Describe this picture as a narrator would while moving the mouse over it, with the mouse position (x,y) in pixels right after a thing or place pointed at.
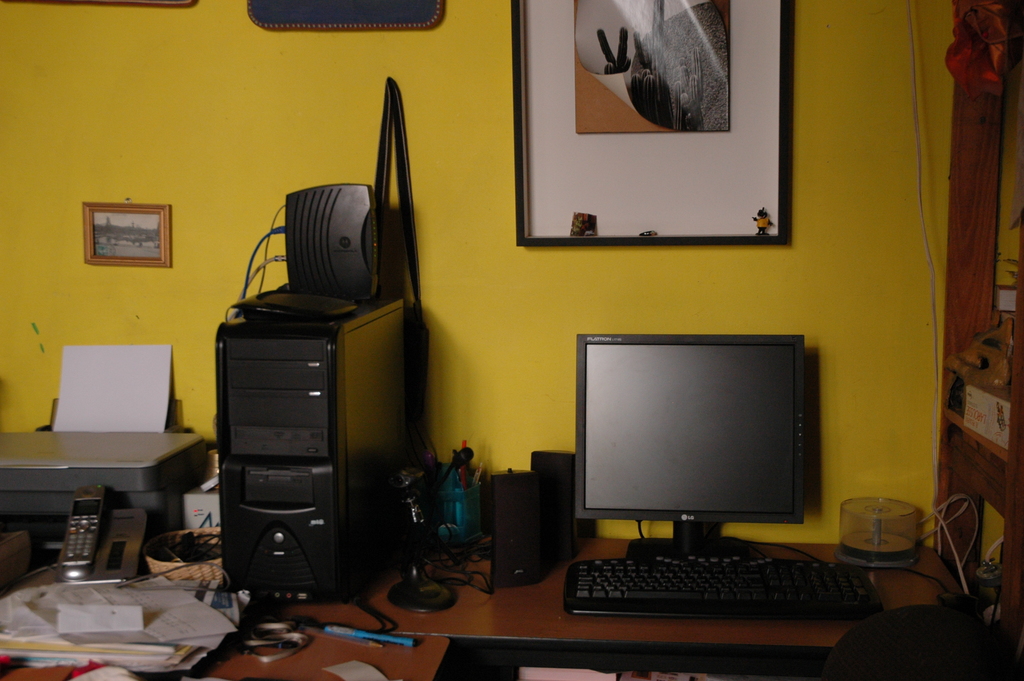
In this picture there is a computer (656,496). There is a loudspeaker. There is a frame (671,157) on the wall (474,450). There is a paper (80,418) on a xerox machine (145,456). A pen (348,627) on the table (234,674).
